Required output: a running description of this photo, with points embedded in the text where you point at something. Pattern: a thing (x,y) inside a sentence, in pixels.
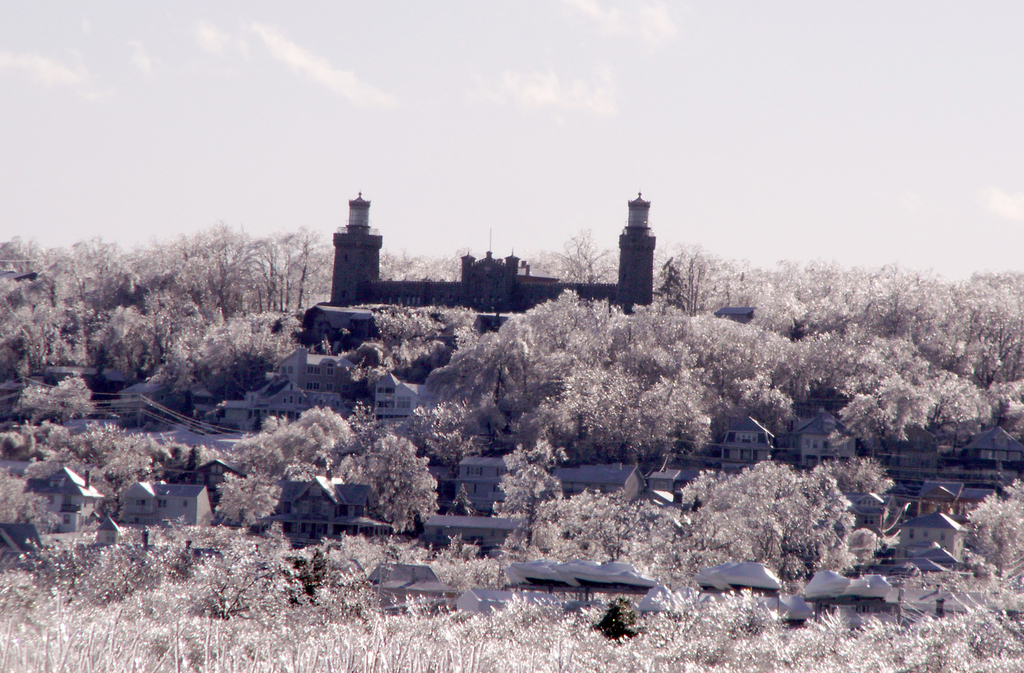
In this picture I can observe building (480,270) in the middle of the picture (493,279). There are some trees (209,311) around the building (494,274). In the background (426,218) I can observe sky (392,119).
